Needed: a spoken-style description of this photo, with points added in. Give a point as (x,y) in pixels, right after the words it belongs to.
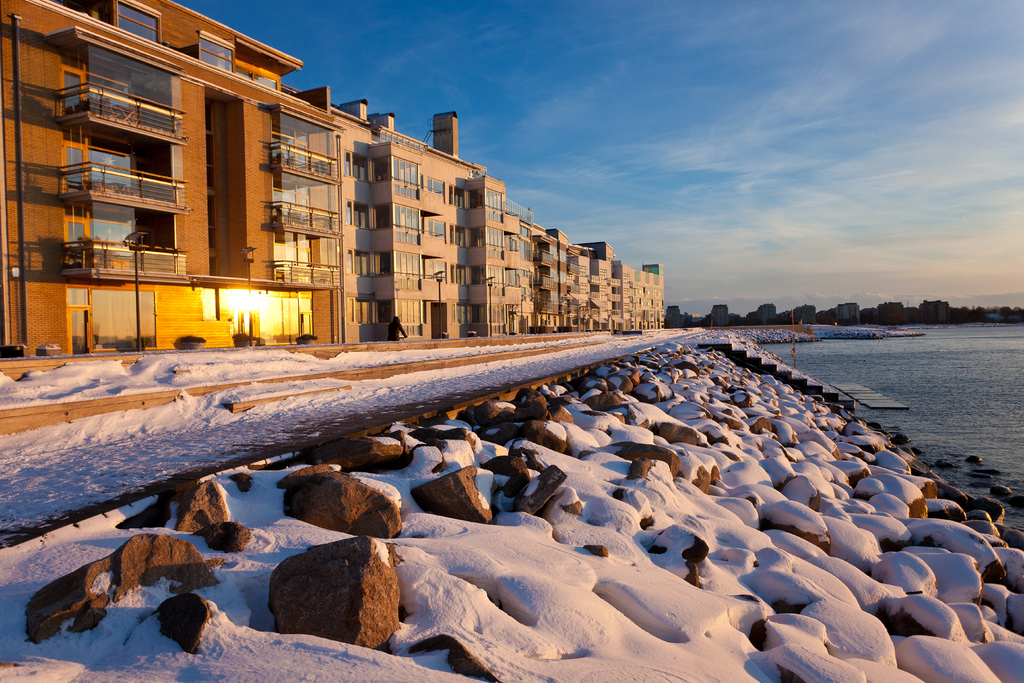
In the center of the image (636,421) we can see buildings (384,313), snow (417,600), rocks (553,475) are present. On the right side of the image (965,389) water (988,356) is there. At the top of the image (786,117) clouds (805,111) are present in the sky (812,156). In the middle of the image (492,294) we can see some poles (489,292), windows (287,190) are there.
